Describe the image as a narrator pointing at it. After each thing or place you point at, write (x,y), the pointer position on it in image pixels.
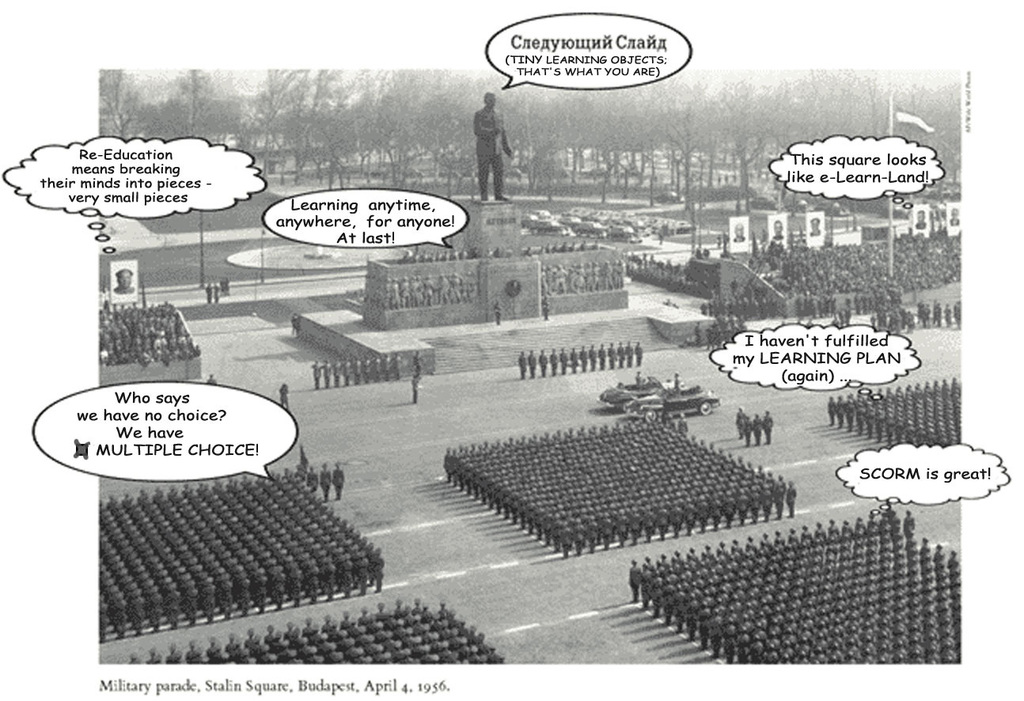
In this image, we can see persons (222,588) and some text (888,473). There are cars (669,396) in the middle of the image (663,380). There is a statue (494,121) and some trees (515,121) at the top of the image (698,172).
